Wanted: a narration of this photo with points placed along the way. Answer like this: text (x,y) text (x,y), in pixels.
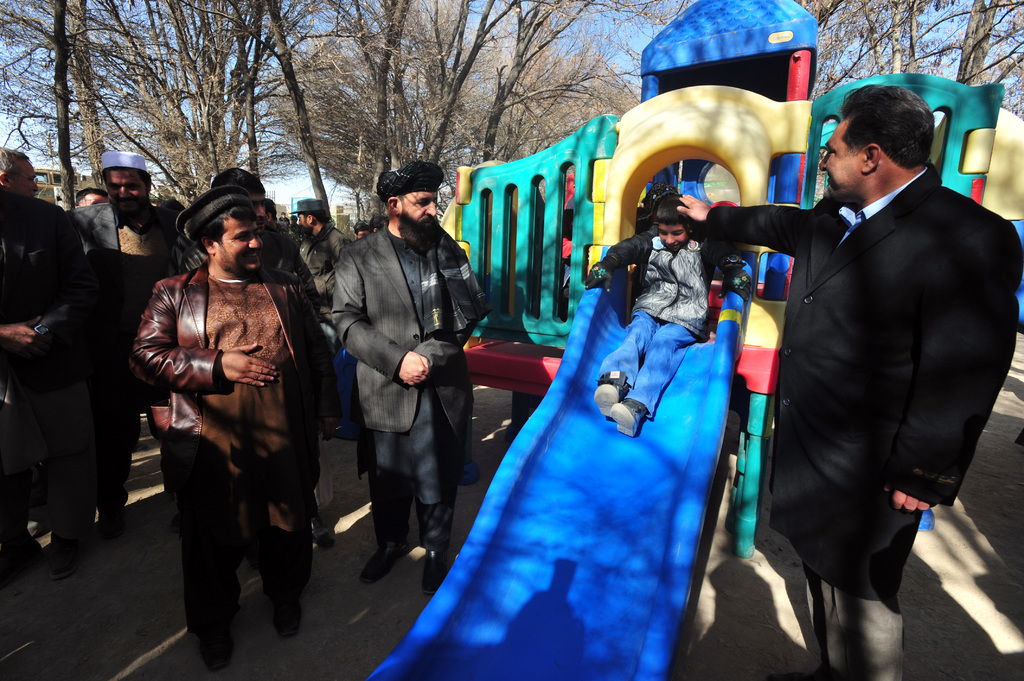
This is the picture of a place where we have a kid (637,345) on the slide board (581,311) and around there are some other people (455,311) and some trees (384,14) and plants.
